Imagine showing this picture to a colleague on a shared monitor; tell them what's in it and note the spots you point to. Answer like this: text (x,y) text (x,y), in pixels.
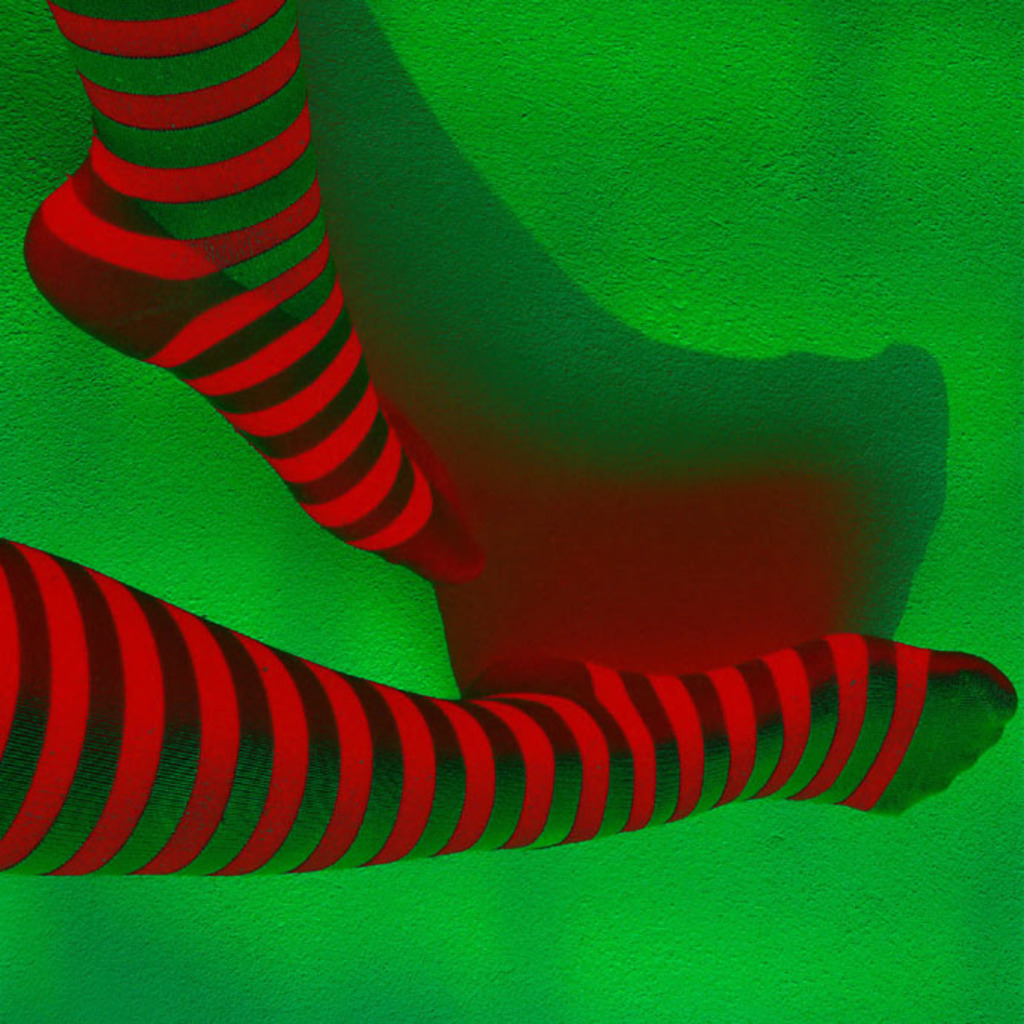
In this image I can see a person's legs (224,146) which are red and green in color on the green colored surface (584,362). I can see the red colored shade (612,629).
